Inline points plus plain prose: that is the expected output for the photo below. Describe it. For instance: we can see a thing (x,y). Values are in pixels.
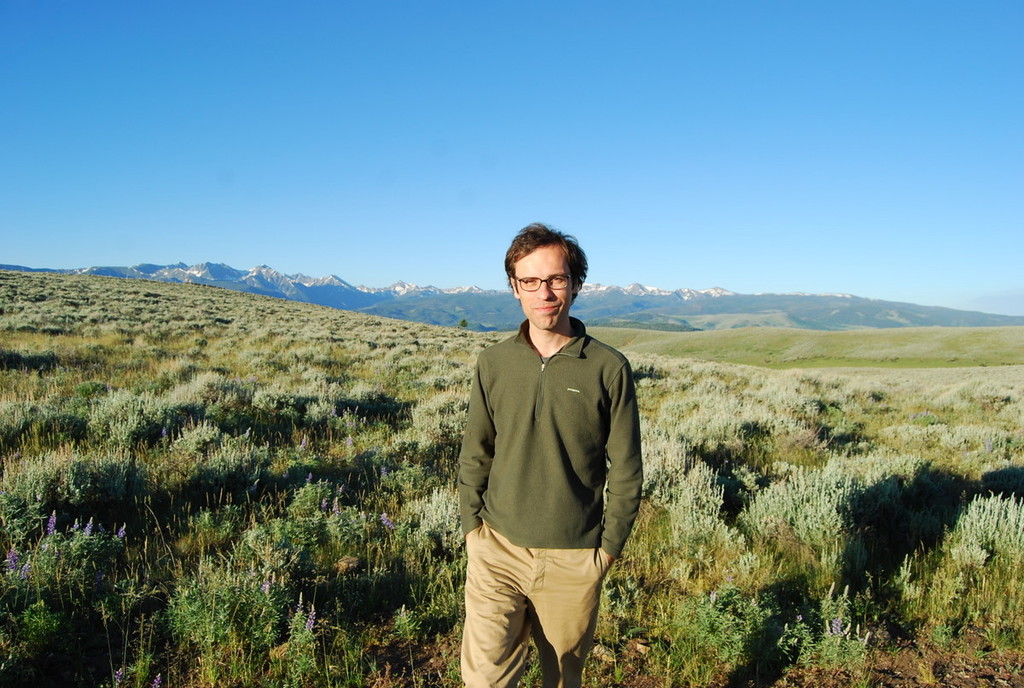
A man (540,499) is standing wearing clothes (574,512), these are plants (657,447), this is sky (559,117).
